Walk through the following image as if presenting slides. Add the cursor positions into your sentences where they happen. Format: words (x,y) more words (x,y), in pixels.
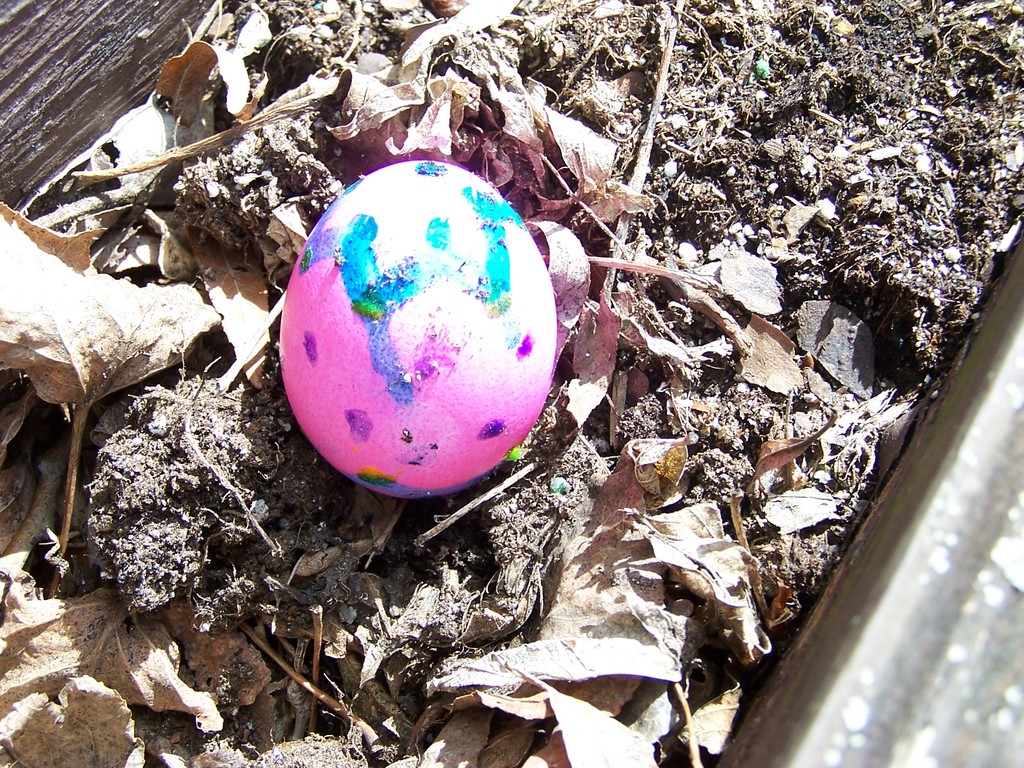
In the picture we can see a mud (293,740) with some twigs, dried leaves (444,679) and on it we can see an egg (508,251), which is painted with pink color and with some designs (500,240) on it.
